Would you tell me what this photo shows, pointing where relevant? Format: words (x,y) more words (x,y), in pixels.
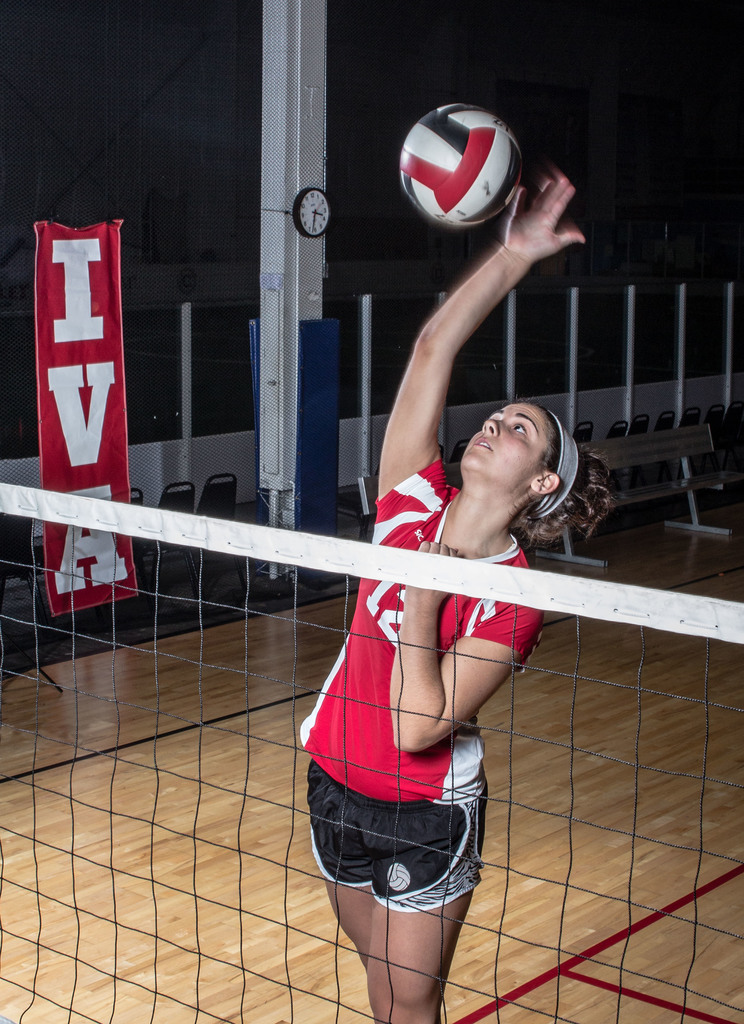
In this picture we can see a woman (387,698) playing with a ball (446,214). In front of the woman (378,845), there is a net (407,572). On the left side of the image (77,442), there are chairs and a banner (47,382). Behind the woman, there is a clock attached to a pole (294,333) and there is a bench (635,443) and a dark background (165,118).
